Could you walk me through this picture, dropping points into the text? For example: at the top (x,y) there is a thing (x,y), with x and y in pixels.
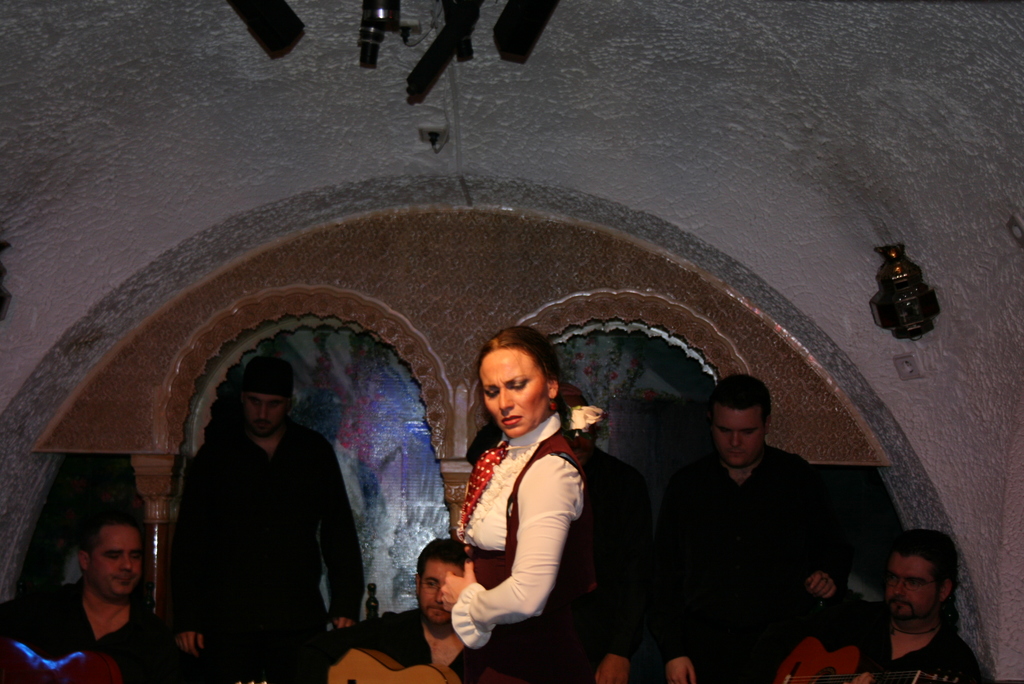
in this image i can see a woman (532,545) dancing. behind her there are many men (308,594) standing and playing guitar (351,680).
